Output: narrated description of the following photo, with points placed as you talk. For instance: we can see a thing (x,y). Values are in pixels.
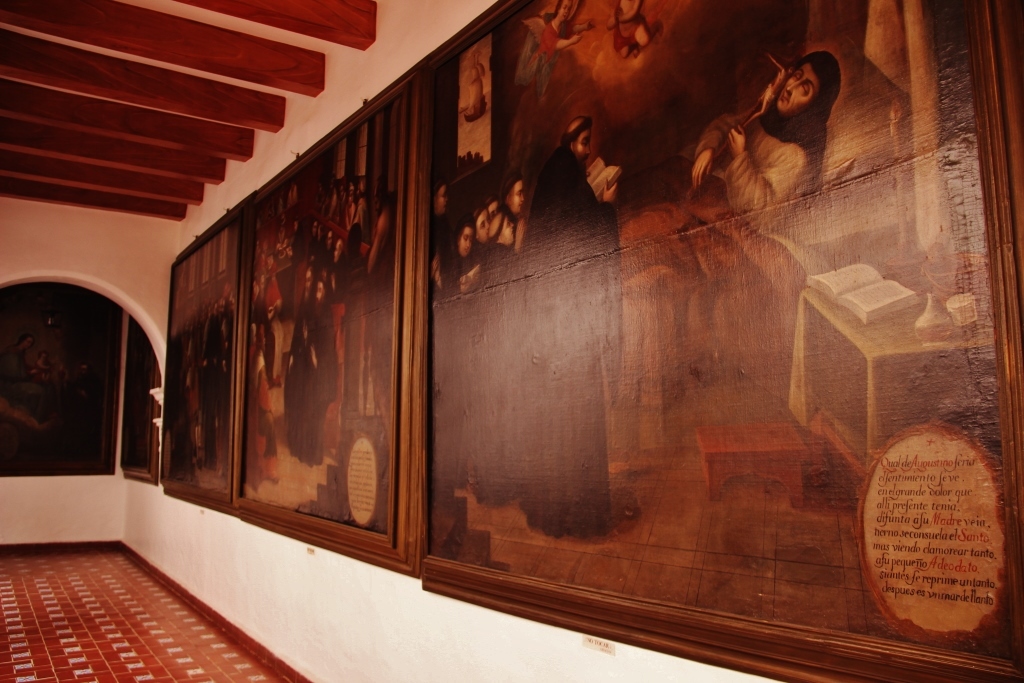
This is a picture of the inside of the room (162,363), in this picture there are some photo frames (437,461) on the wall (402,574) and at the bottom (145,571) there is a floor (119,558). In the background (124,249) there is a wall (141,234) and at the top of the image (168,133) there is ceiling (303,37), and some wooden poles (199,123).
